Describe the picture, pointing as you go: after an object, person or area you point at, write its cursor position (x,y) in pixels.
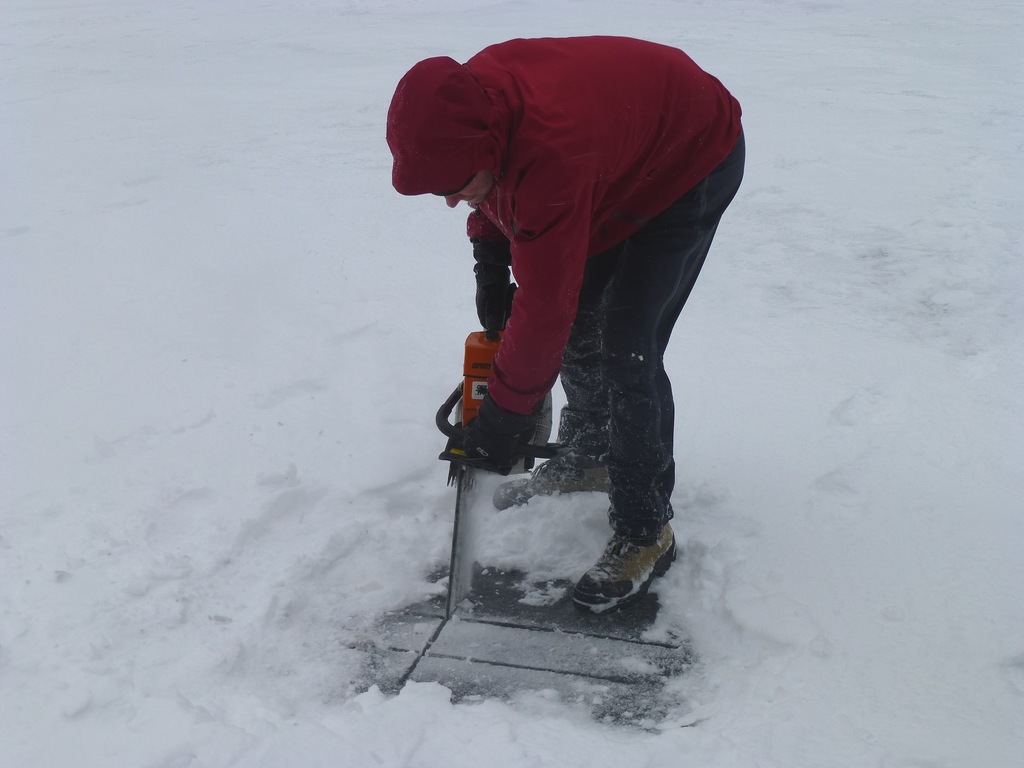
In this image in the center (550,328) there is one person (522,283) who is holding something in his hands (494,412), and at the bottom (589,557) there is snow (481,755) and ice (495,639).
